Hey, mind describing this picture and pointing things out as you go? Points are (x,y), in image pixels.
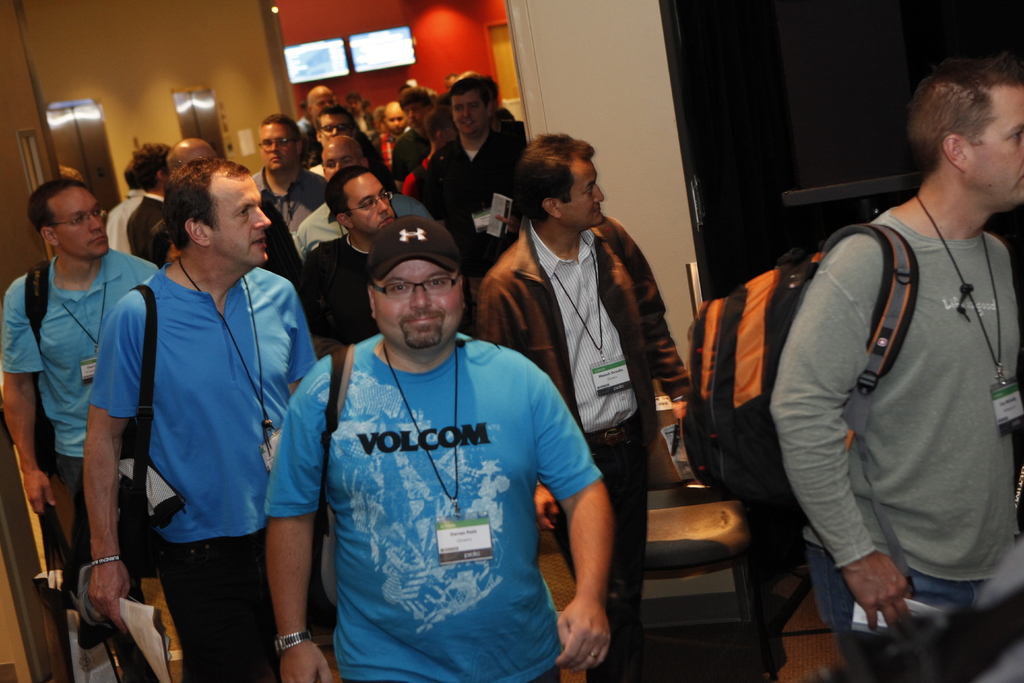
In this image I can see a crowd (358,325) on the floor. In the background (377,106) I can see a wall (533,117), doors (87,117) and two monitors (300,59). This image is taken may be in a hall (627,383).
